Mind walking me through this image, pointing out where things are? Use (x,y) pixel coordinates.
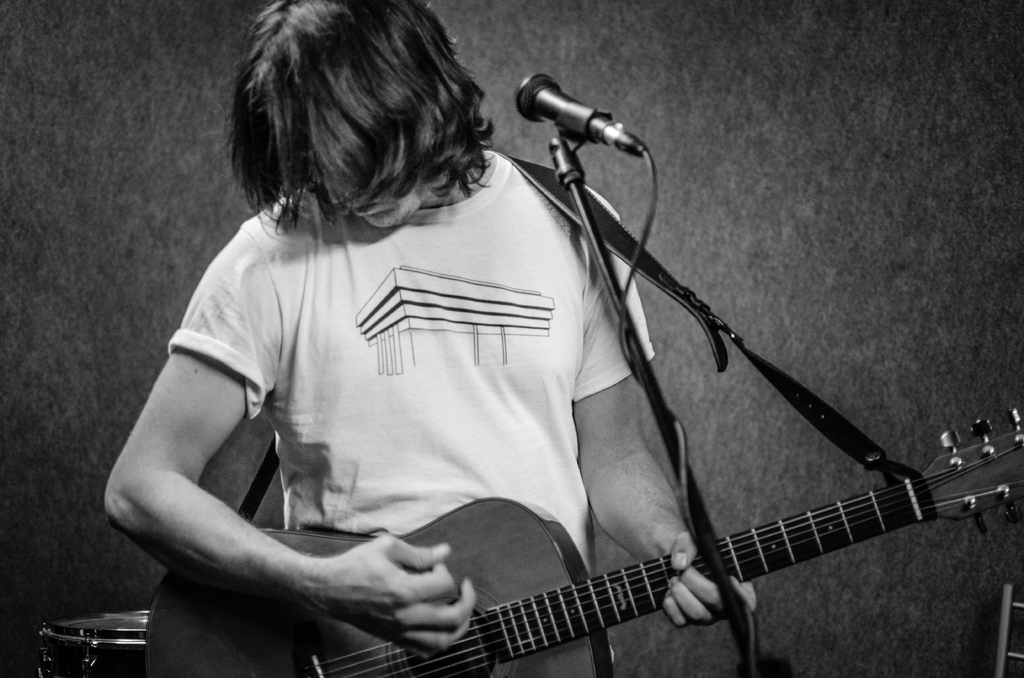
In this black and white picture we can see a man (459,201) with long hair (437,163) standing in front of a mike (678,451) and playing guitar (185,643).
